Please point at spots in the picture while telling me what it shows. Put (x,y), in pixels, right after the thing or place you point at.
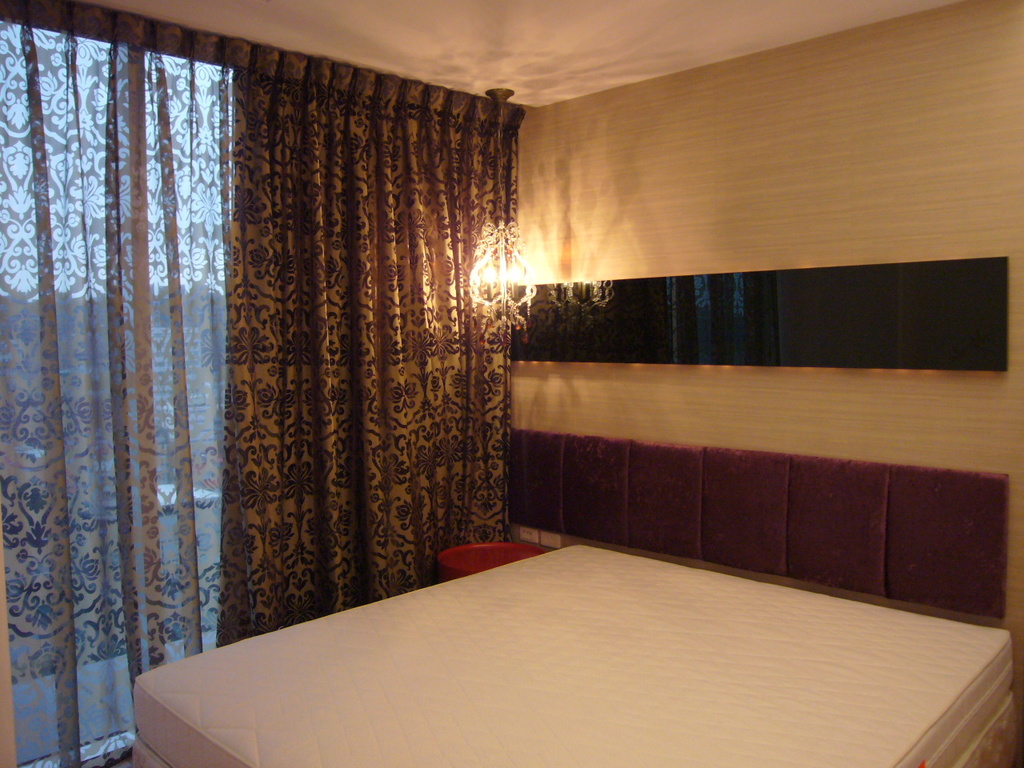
In this picture there is a white bed (672,692). Behind a purple cushion (745,517) and wooden panel wall (747,396). On the left side (229,316) there is a brown curtain (421,422) with hanging light (487,260).
